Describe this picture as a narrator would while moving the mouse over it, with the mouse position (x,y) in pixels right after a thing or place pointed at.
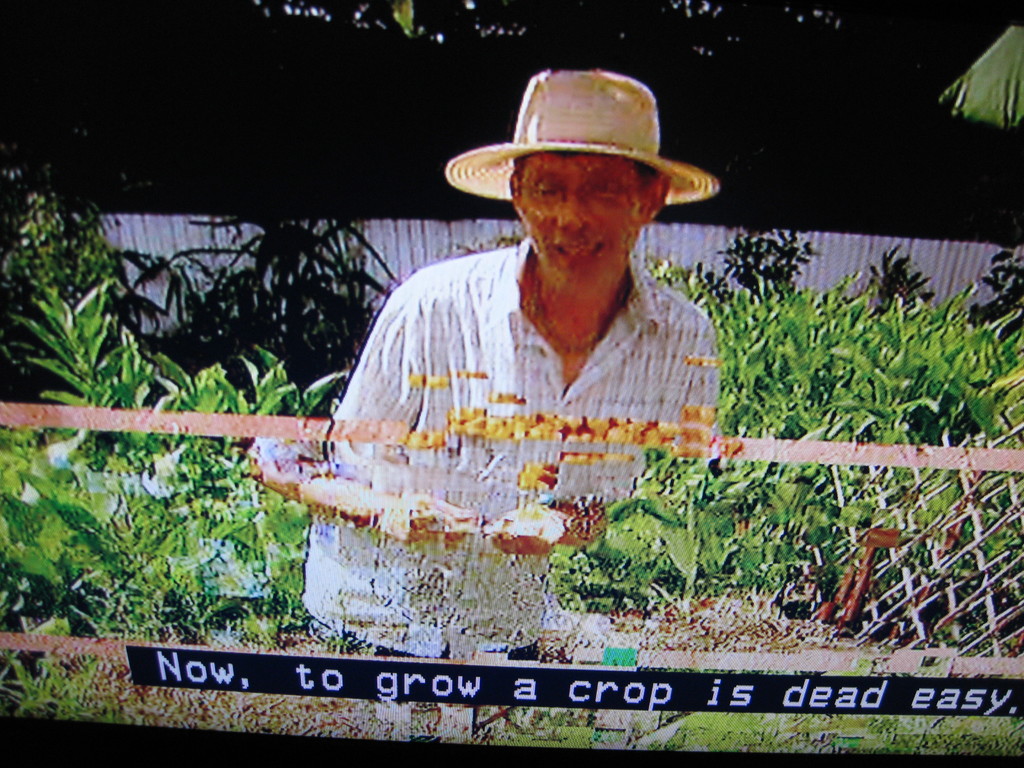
In this picture we can see a screen (431,266) and on this screen (700,362) we can see a man (474,323) wore a hat (529,140), plants (742,277), wall (694,249), some text (903,677) and in the background (255,106) it is dark.
